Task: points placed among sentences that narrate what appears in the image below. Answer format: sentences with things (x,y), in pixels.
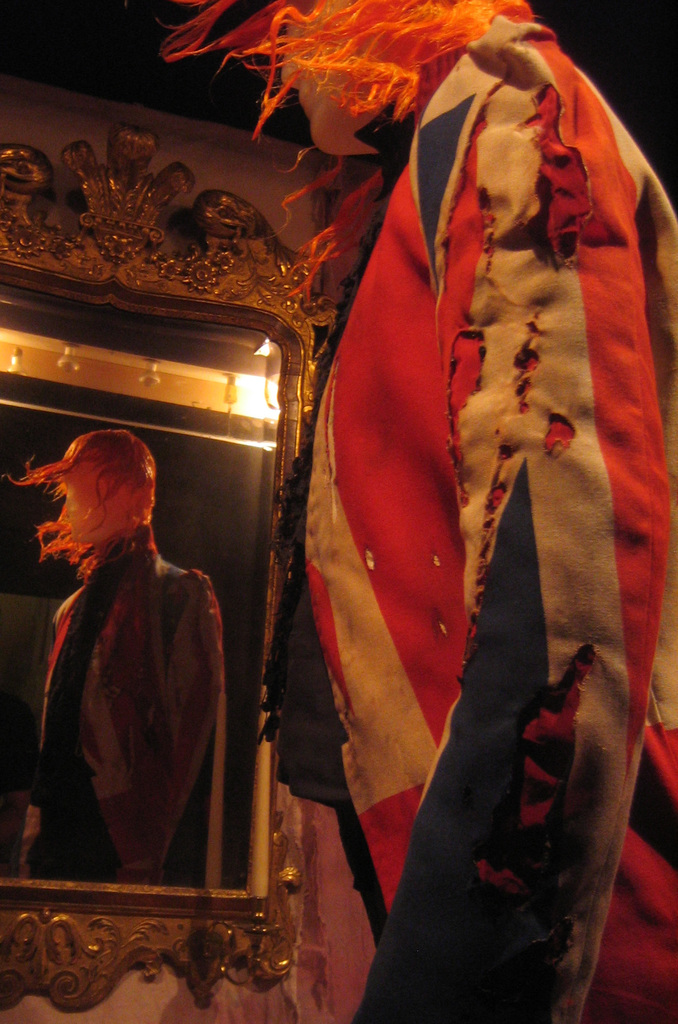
In the foreground of the picture (389,449) there is a mannequin (535,571). On the left (134,446) there is a mirror (115,713).
